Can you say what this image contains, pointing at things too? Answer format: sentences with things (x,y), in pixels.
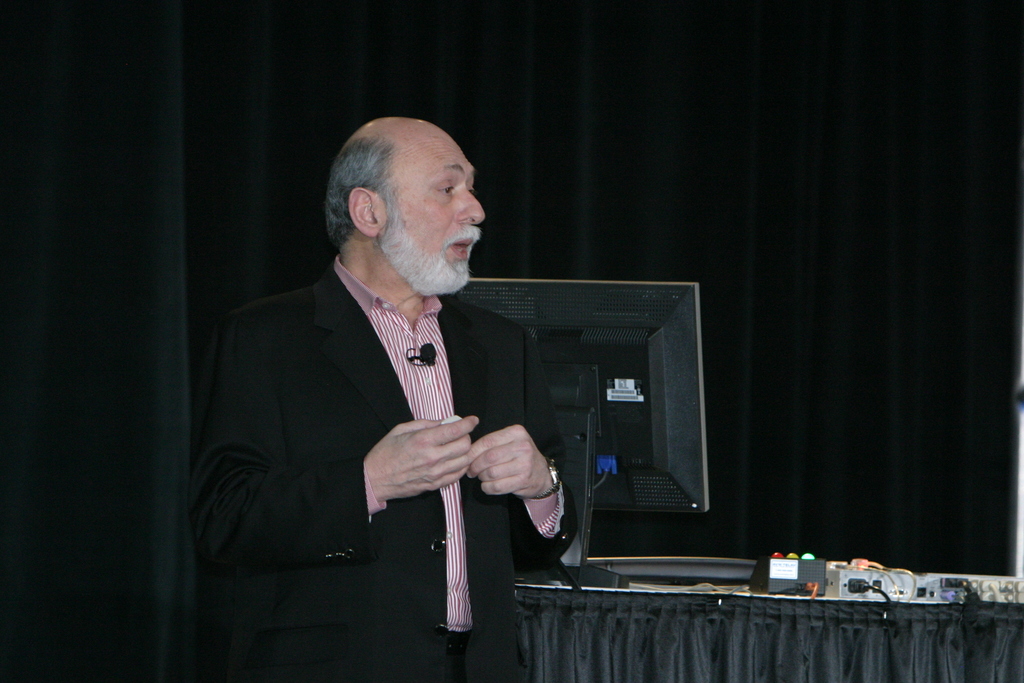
In this picture we can see a man (408,404), monitor (629,444), devices (702,574), cloth (814,617), some objects (628,562) and in the background (617,204) it is dark.
